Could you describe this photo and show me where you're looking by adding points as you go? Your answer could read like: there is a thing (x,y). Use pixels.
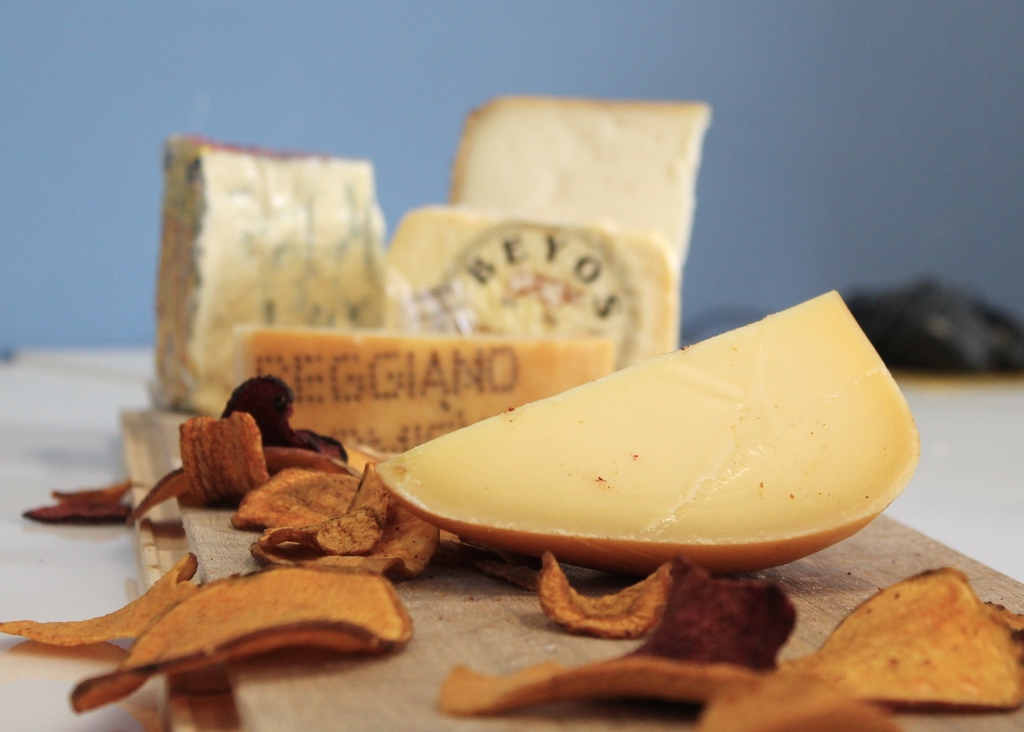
In this image there are chips (756,722), and there is some text (415,384) written which is visible and there are pieces (549,254) of cheese (589,233) and the background (773,90) is blurry.
